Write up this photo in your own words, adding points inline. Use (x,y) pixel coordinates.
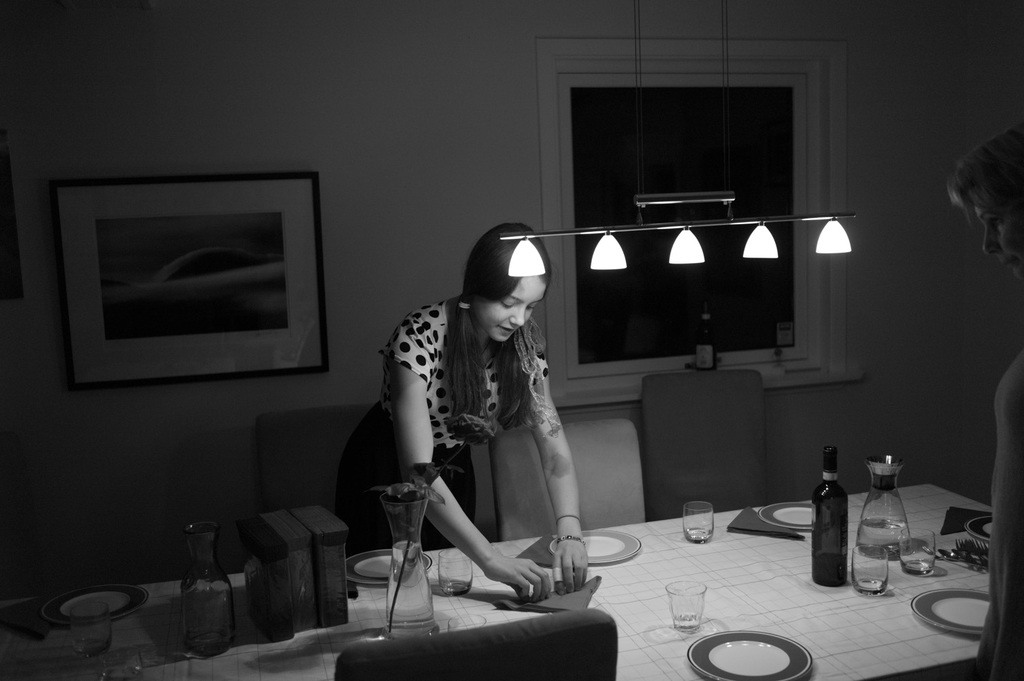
This is a black and white picture. Here we can see a woman (525,421). This is table (803,612). On the table (640,651) there are plates (918,612), bottles (880,458), and glasses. These are the chairs (670,472). On the background (466,192) there is a wall (358,166) and this is frame (235,347). And there are lights (518,265).
